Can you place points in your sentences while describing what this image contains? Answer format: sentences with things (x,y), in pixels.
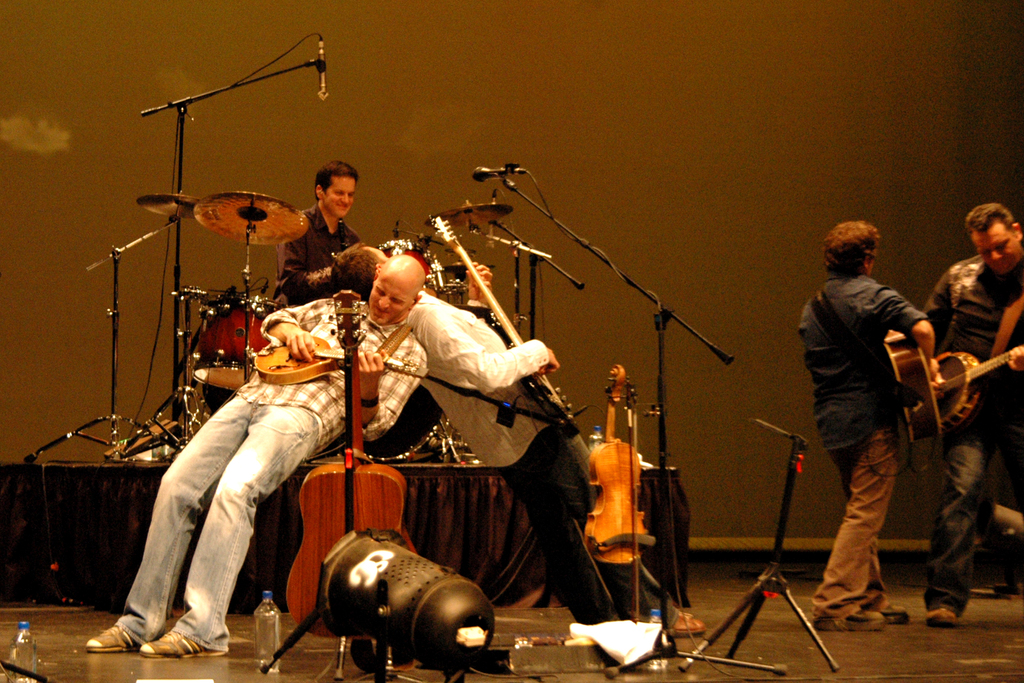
Here in this picture in the front (400,376) we can see a group of people (515,367) playing guitars (417,364) on the stage (445,479) with microphone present in front of them and behind them we can see a person (330,216) playing drums (279,223) and we can see he is sitting on a stool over there and in the front (419,635) we can see lights (372,568) present and we can also see water bottles (265,615) present on the stage (803,658) here and there and behind them we can see a projector screen (421,30), on which we can see clouds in the sky (409,163) over there.
